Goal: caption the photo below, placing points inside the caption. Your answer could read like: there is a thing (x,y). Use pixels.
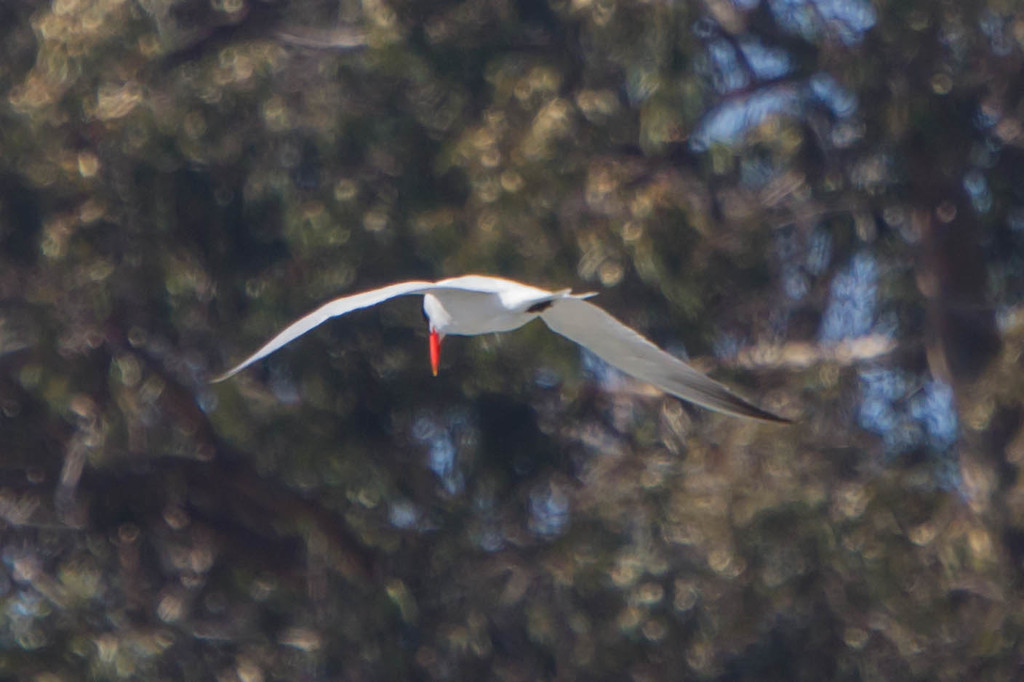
In this image we can see a white color bird (496,319) flying with blurry background (568,470).
